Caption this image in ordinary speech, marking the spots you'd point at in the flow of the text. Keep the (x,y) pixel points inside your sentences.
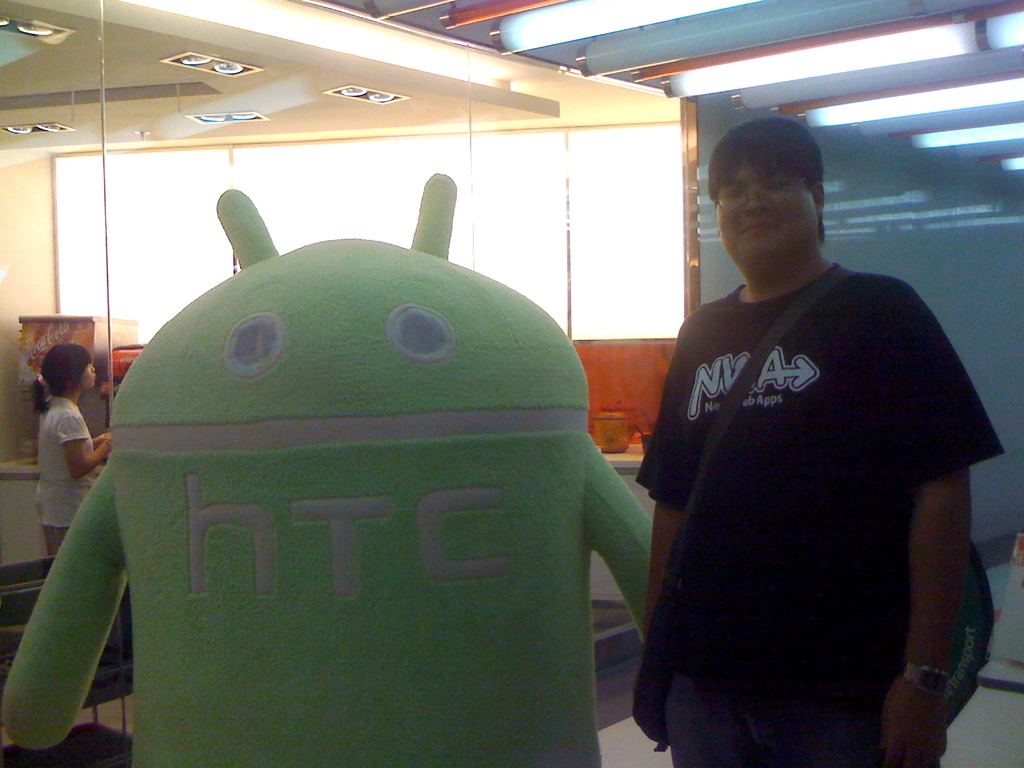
This picture describe about a man (769,441) wearing black color t-shirt (842,488) with backpack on the back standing and giving the pose into the camera. Beside there is a green color android toy (457,719). In the background (462,244) we can see big window (609,169) and some lights (582,20) on the above ceiling (951,120).
